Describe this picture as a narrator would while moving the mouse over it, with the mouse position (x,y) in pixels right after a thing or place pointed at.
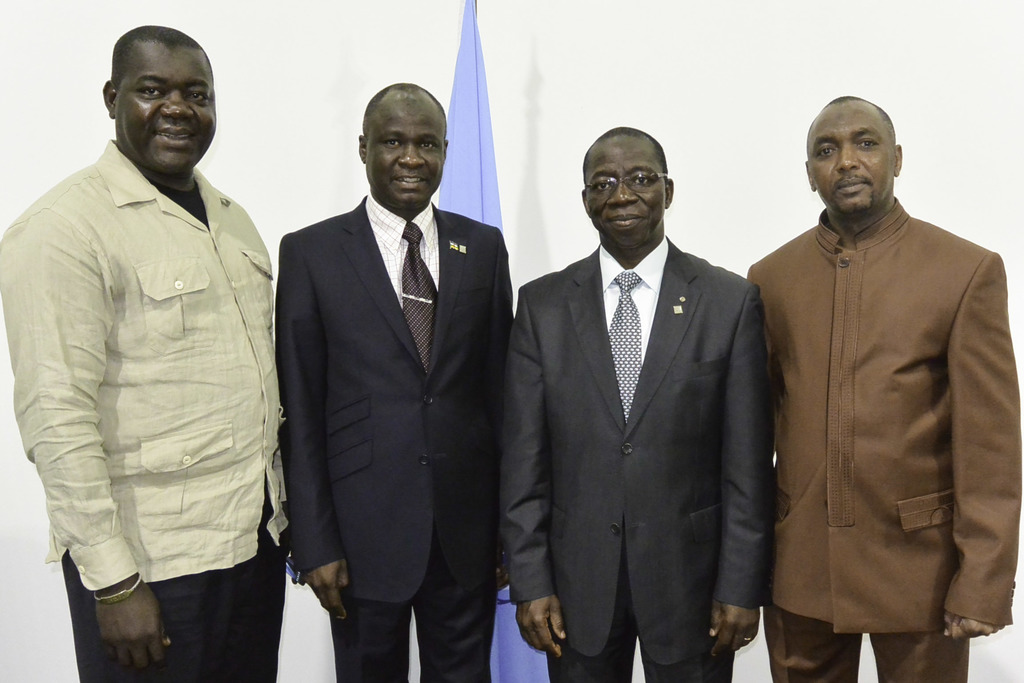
In this image I can see a group of people (501,441). In the background (475,169), I can see some cloth (478,185).
